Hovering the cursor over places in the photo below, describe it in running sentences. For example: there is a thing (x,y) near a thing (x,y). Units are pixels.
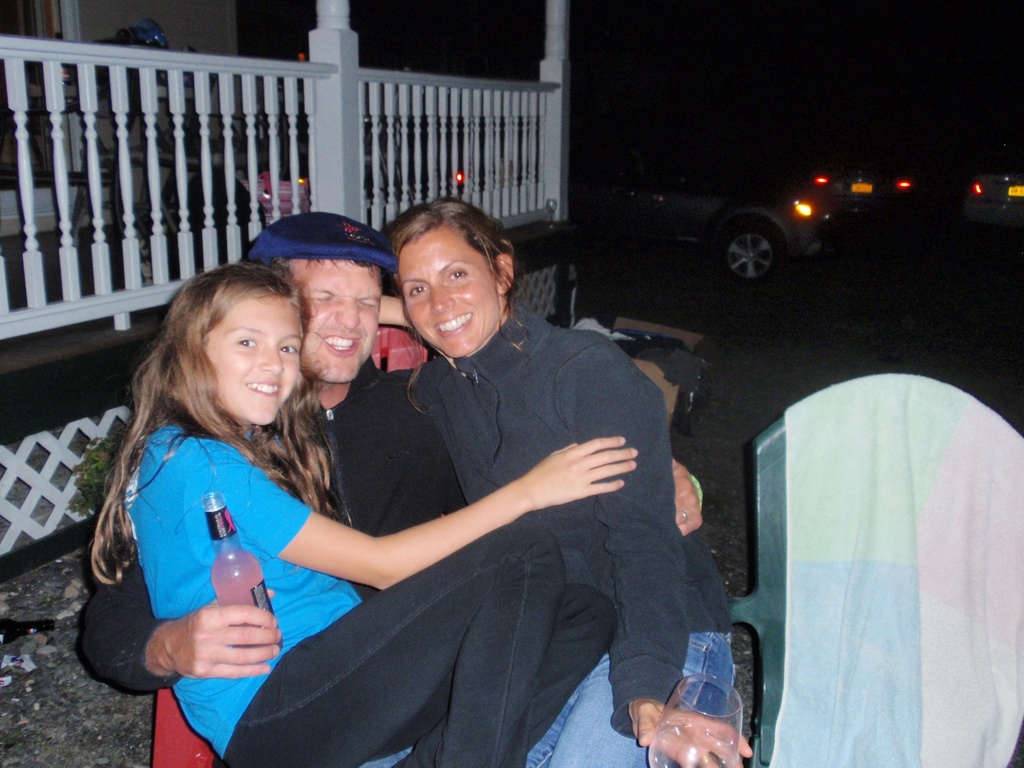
Here I can see a man (330,334) sitting on a chair (172,742). On this man (342,479) two women (196,479) are sitting, smiling and giving pose for the picture. The man (372,379) is holding a bottle (240,582) in the hand (236,652). On the right side (890,575) there is a cloth (873,566). At the back of these people (548,429) there is a railing (419,154). In the background (787,196), I can see few vehicles (760,205) in the dark.
